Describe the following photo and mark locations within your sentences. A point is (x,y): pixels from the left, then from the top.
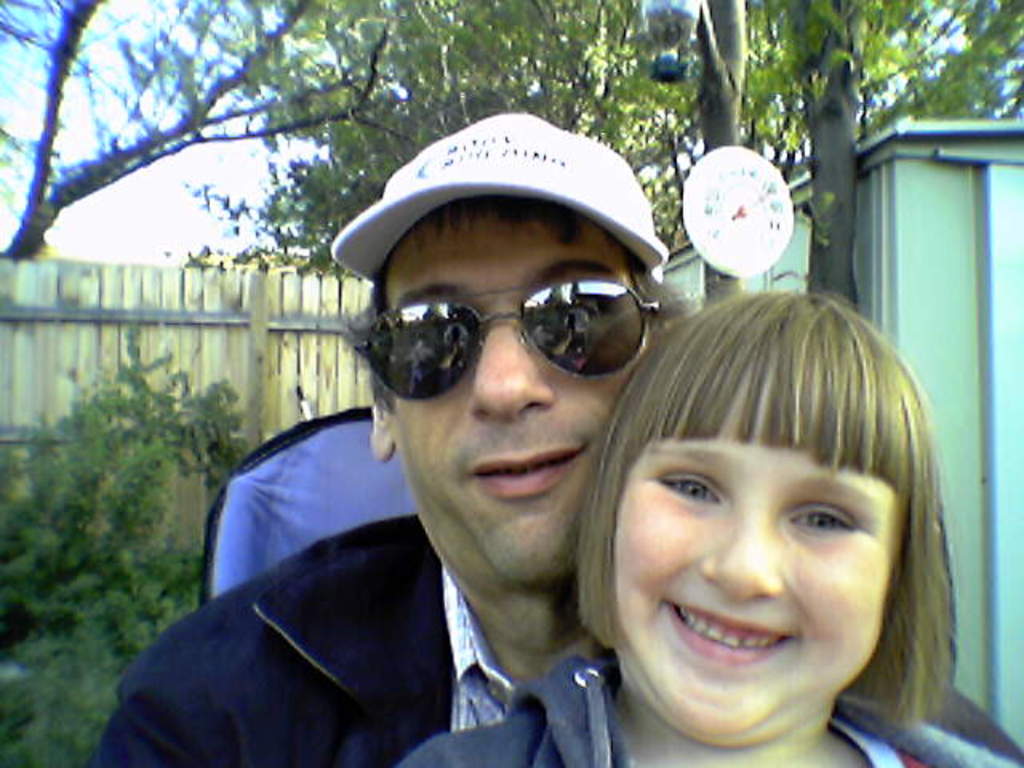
In the center of the image (560,304), we can see people (625,457) and one of them is wearing glasses (458,338) and a cap (431,184). In the background (387,153), there are trees (440,79), a fence (170,326), board (719,202) and a shed (882,205).
